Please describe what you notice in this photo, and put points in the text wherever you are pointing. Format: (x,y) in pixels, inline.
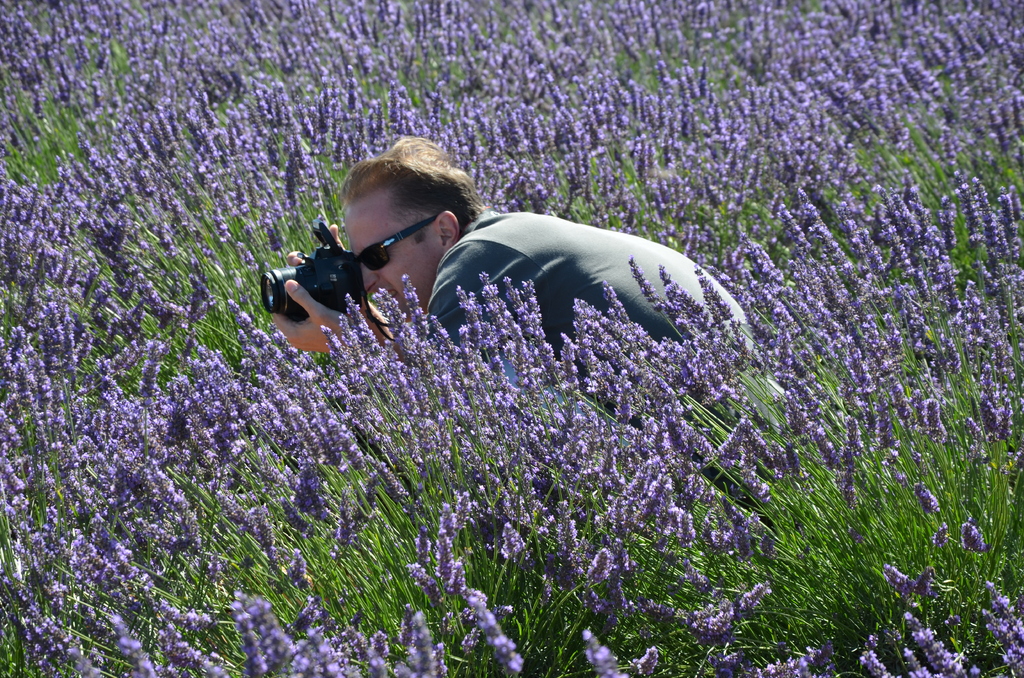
In the middle of the picture (588,247), we see a man (572,233) in the grey T-shirt (547,288) is wearing the goggles (372,259). He is holding a camera (319,284) in his hands (299,333) and he is clicking the photos with the camera (285,306). In the background (170,147), we see the plants (807,452) which have flowers (873,287) and these flowers (292,361) are in violet color.
